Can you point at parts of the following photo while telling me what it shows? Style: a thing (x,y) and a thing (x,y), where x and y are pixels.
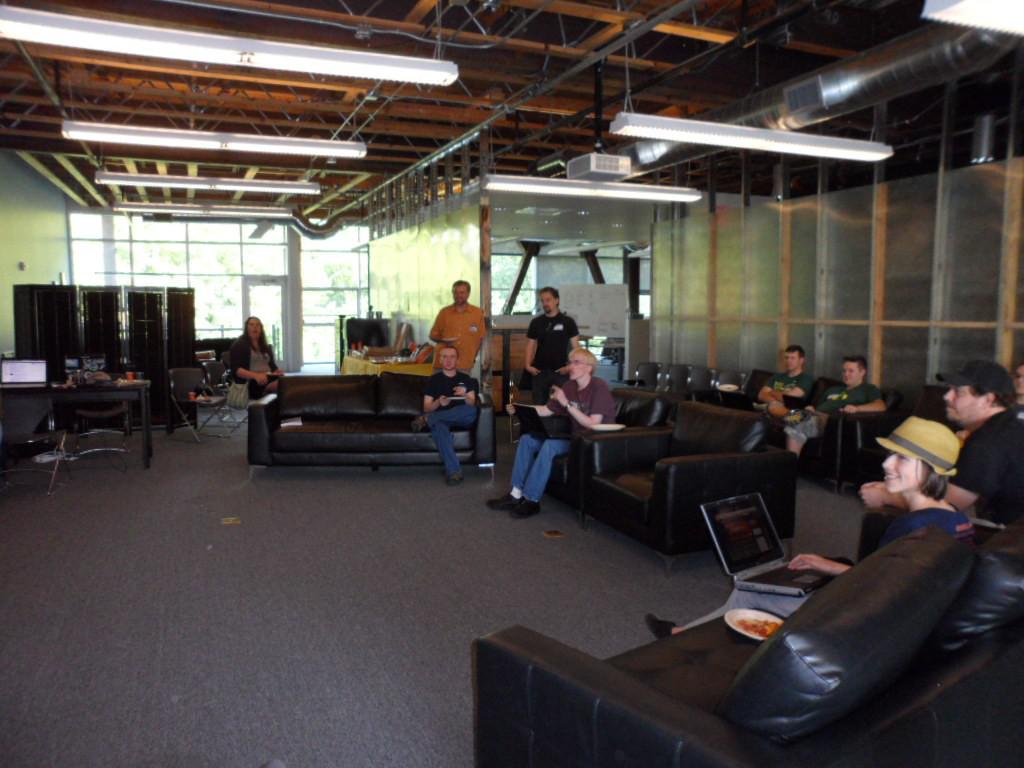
As we can see in the image there are few people (561,363) here and there and there are sofas (735,722), plate (748,611), laptop (756,568) and lights (694,198).
